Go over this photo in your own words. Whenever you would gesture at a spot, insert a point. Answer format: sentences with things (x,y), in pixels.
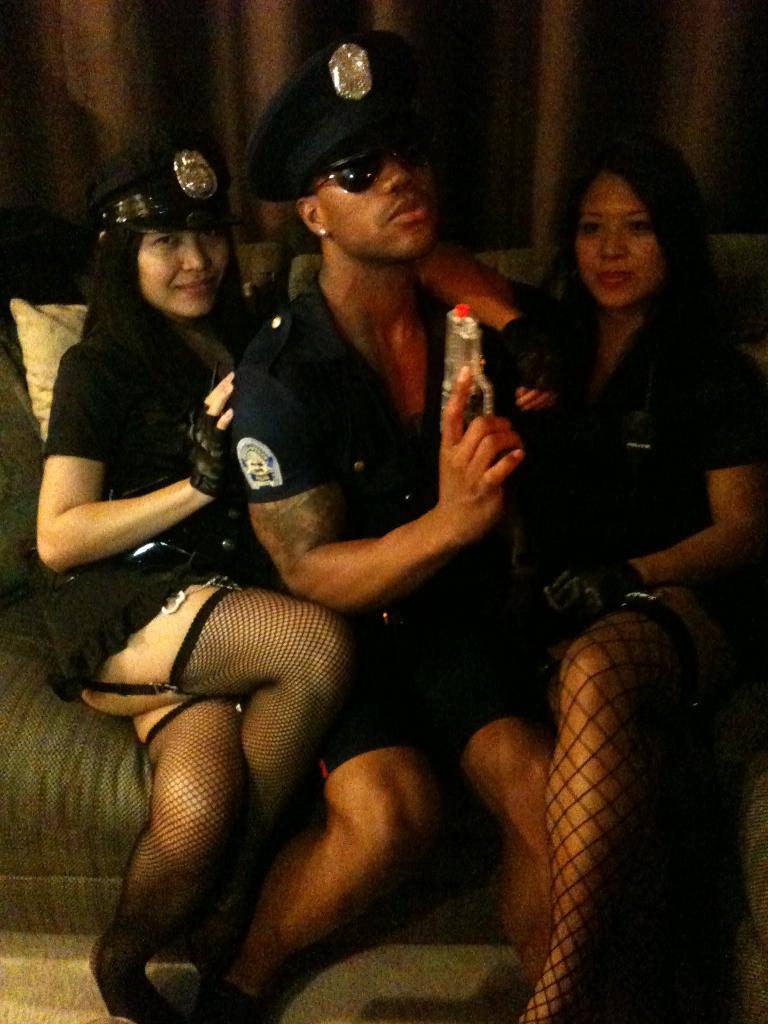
In this image, I can see the man (352,494) and two women (616,511) sitting on the couch (60,726). In the background (100,77), these look like the curtains (460,65) hanging.
